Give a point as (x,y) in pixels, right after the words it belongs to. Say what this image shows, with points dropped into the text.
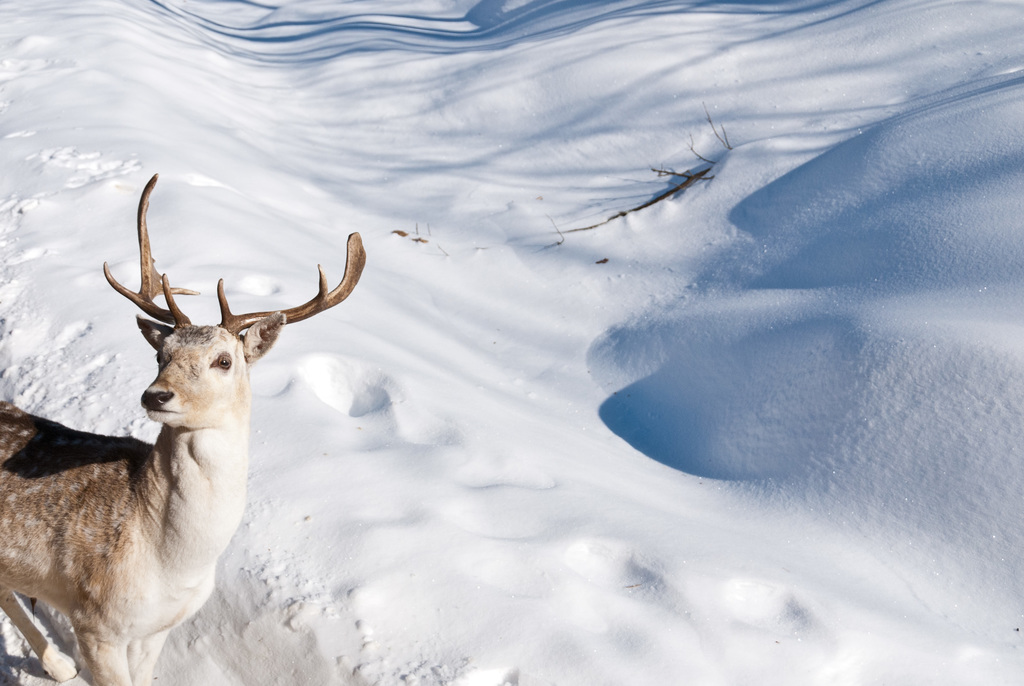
In the picture I can see an animal (126,535) is standing. In the background (465,338) I can see the snow (554,190).
